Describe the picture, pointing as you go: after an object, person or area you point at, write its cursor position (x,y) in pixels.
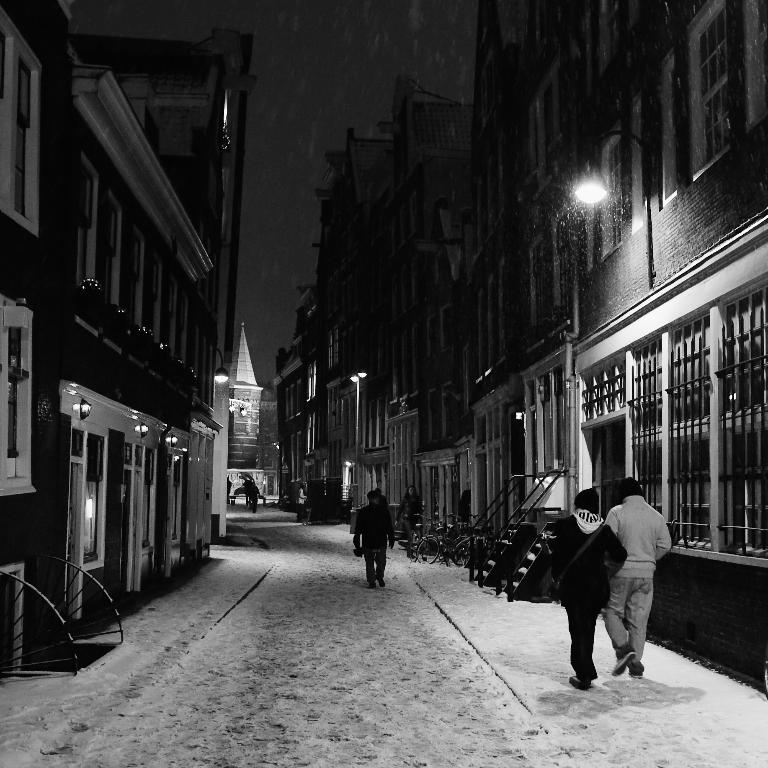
In the picture I can see buildings (215,425), people (382,551) walking on the ground (417,597), lights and some other objects (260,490). In the background (268,172) I can see the sky (304,271). This picture is black and white in color.
